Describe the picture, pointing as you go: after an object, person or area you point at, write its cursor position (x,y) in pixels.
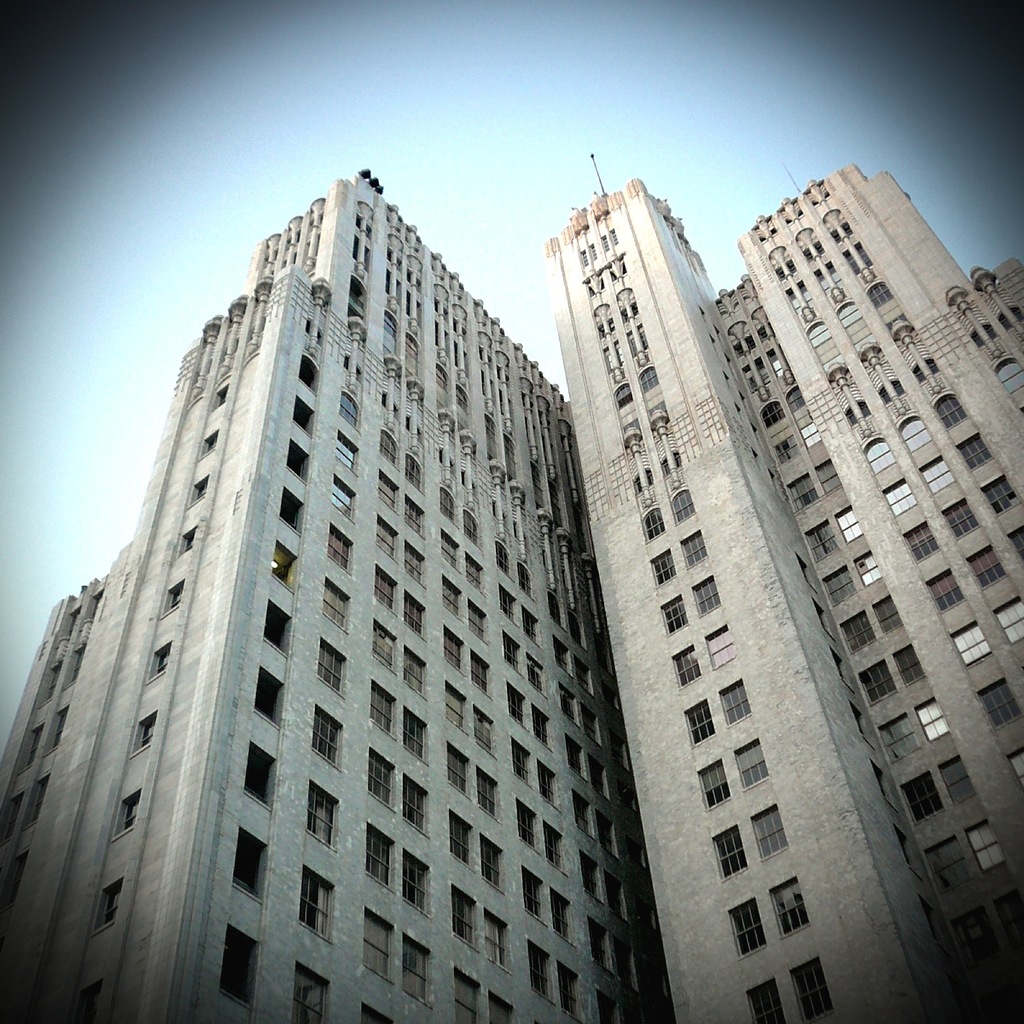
In this image there are buildings (424,521). In the background (662,121) there is sky (629,107).
